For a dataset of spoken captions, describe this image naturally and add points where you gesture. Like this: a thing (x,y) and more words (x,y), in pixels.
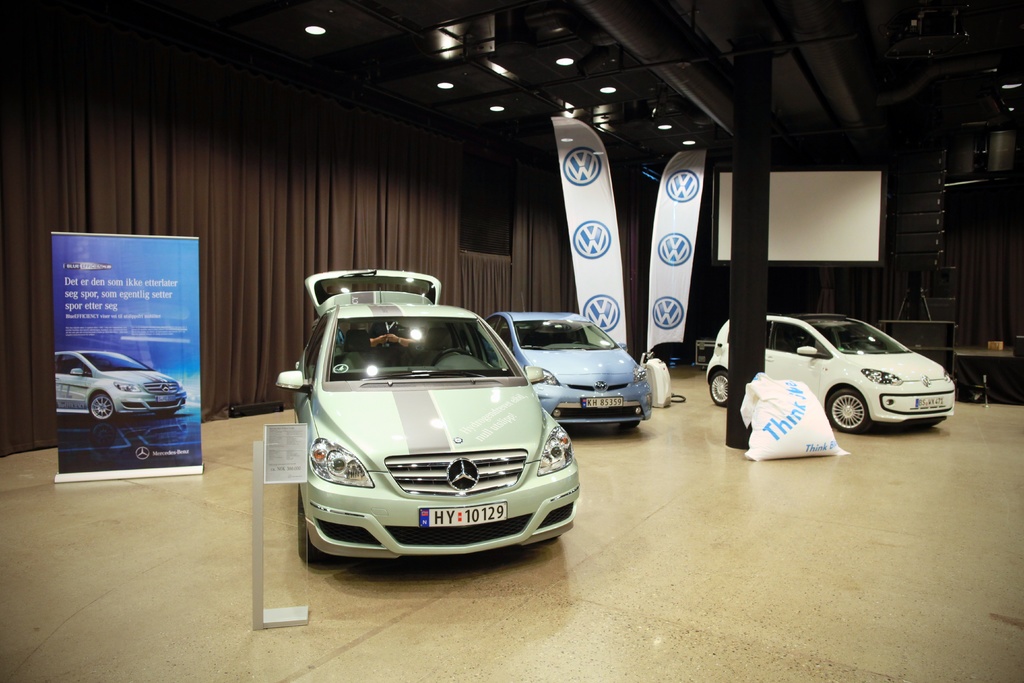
In this picture we can see a few cars (501,321), a bag (776,404), glass object (280,536) and a board (105,472). We can see some text (100,262), logo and a car (129,397) on this board (103,433). There is a pole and other objects (941,234) are visible on the right side (868,217). We can see brown curtains (276,299). Some lights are visible on top.
